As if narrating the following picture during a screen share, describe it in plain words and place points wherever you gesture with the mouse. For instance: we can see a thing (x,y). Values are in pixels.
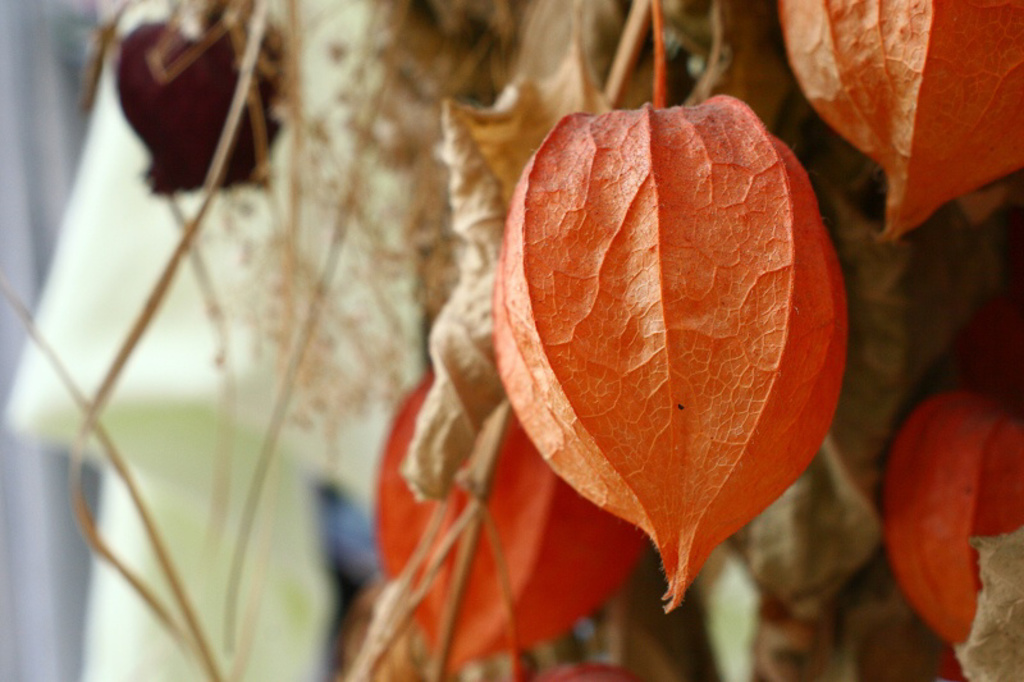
In the picture we can see a different types of leaves (963,404) which are orange in color and besides, we can also see some dried leaves (997,543) and twigs (171,566).
